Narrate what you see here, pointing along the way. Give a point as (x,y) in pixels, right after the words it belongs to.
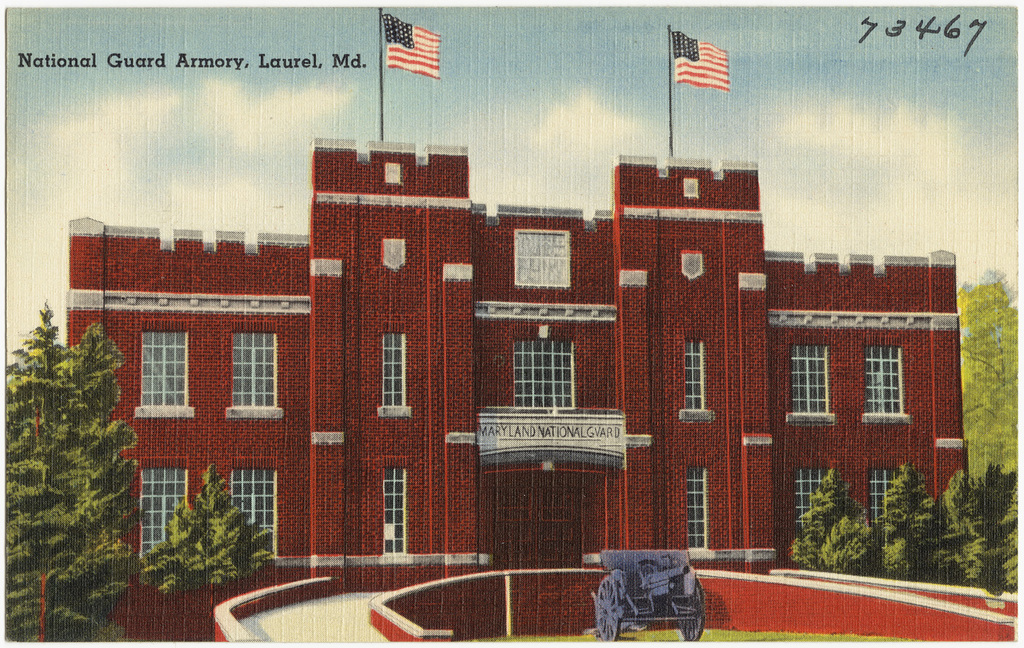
It is a poster. In this image, we can see a building (502,385) with glass windows (164,484), walls (495,397). At the bottom (351,636), we can see a walkway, weapon (621,619), grass (553,638), plants (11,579) and trees (162,569). Background (549,139) there is a sky (503,139), flags (421,68) with poles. Here we can see some text (82,62) and numerical numbers (947,26).
